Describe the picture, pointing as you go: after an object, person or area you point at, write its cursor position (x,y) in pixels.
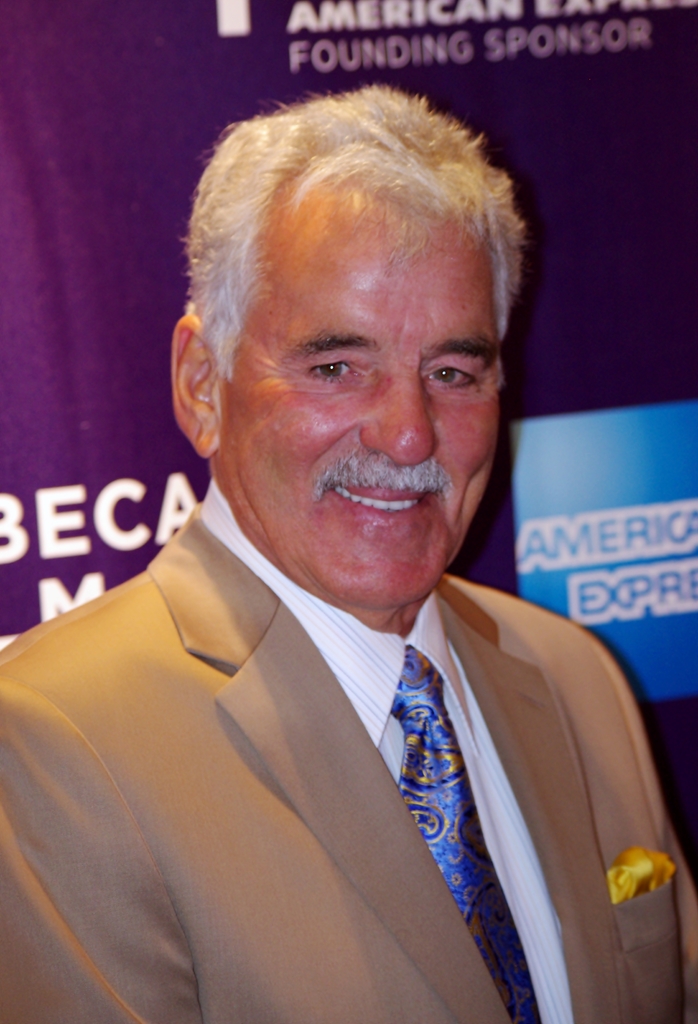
A man (340,818) is standing wearing suit (322,856).
